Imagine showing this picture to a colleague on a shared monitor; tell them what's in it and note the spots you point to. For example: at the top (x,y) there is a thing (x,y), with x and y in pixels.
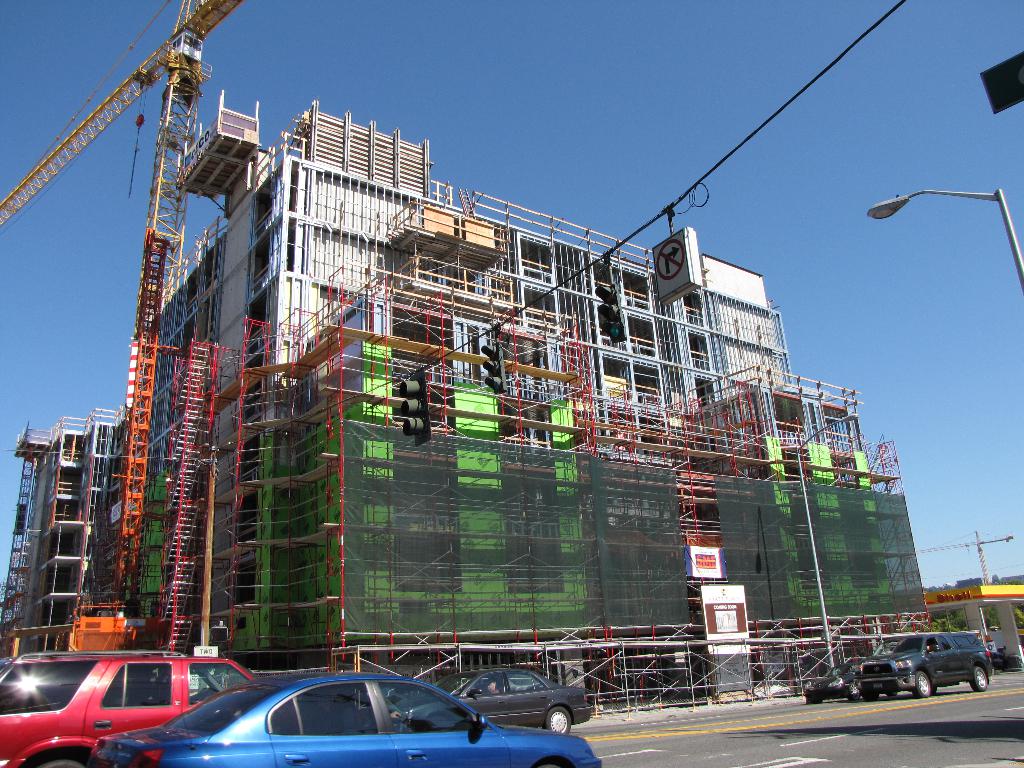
In this image I can see the crane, light pole (911,202), traffic signals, signboard (666,264), few buildings (60,558) and few vehicles (975,671) on the road (858,726). The sky (676,159) is in blue color.
